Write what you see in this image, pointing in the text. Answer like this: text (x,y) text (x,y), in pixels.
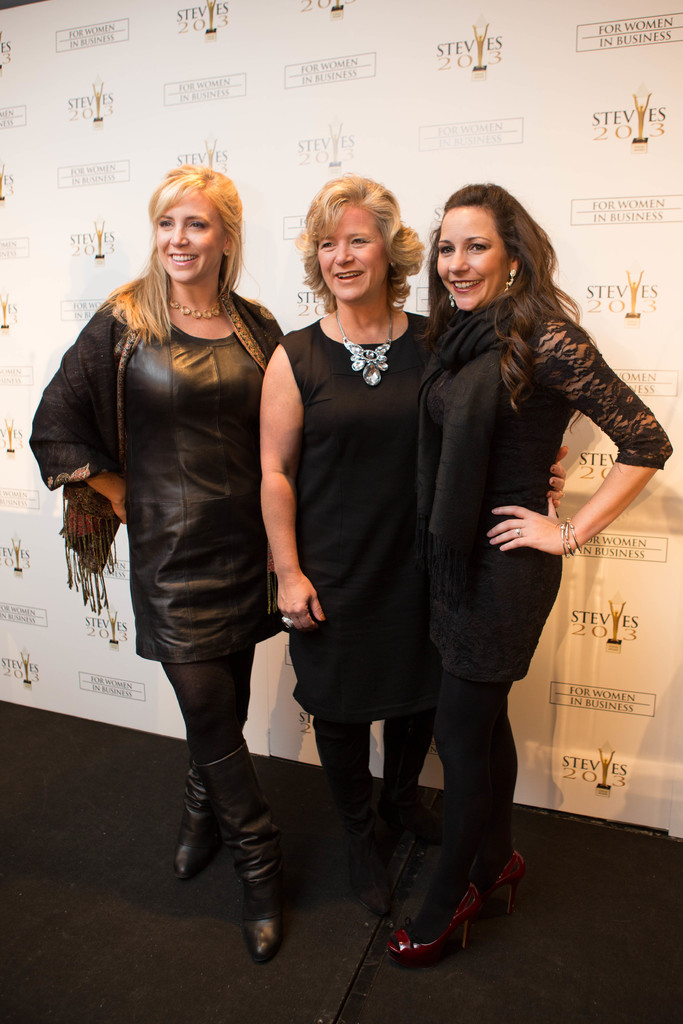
Here we can see three women (302,666) are standing on the floor (337,912) and smiling. In the background (6,48) there is a hoarding (117,118).
